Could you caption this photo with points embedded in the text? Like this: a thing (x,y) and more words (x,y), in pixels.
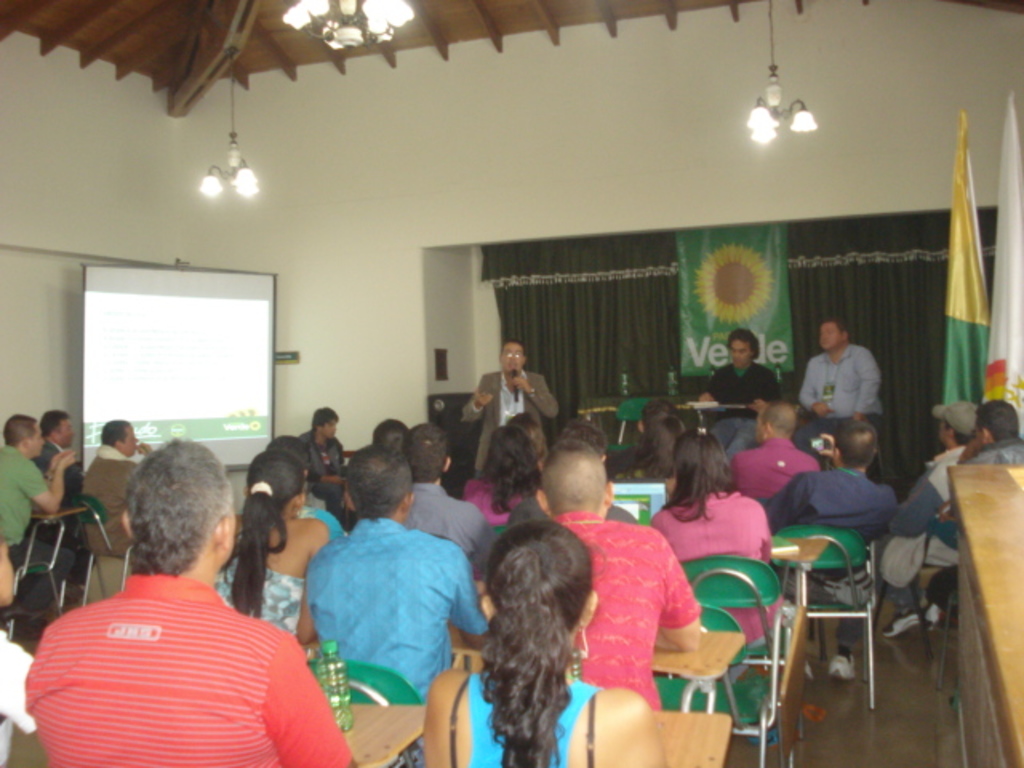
In this picture we can see one man (511,397) holding mic (510,381) in his hand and talking and in front of them we can see a group of people (361,523) sitting on chairs (391,684) and listening to him and in background (592,272) we can see curtain (673,279), banner (705,302), light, screen (211,299) and here we can see on table (388,721) bottles (333,683).
